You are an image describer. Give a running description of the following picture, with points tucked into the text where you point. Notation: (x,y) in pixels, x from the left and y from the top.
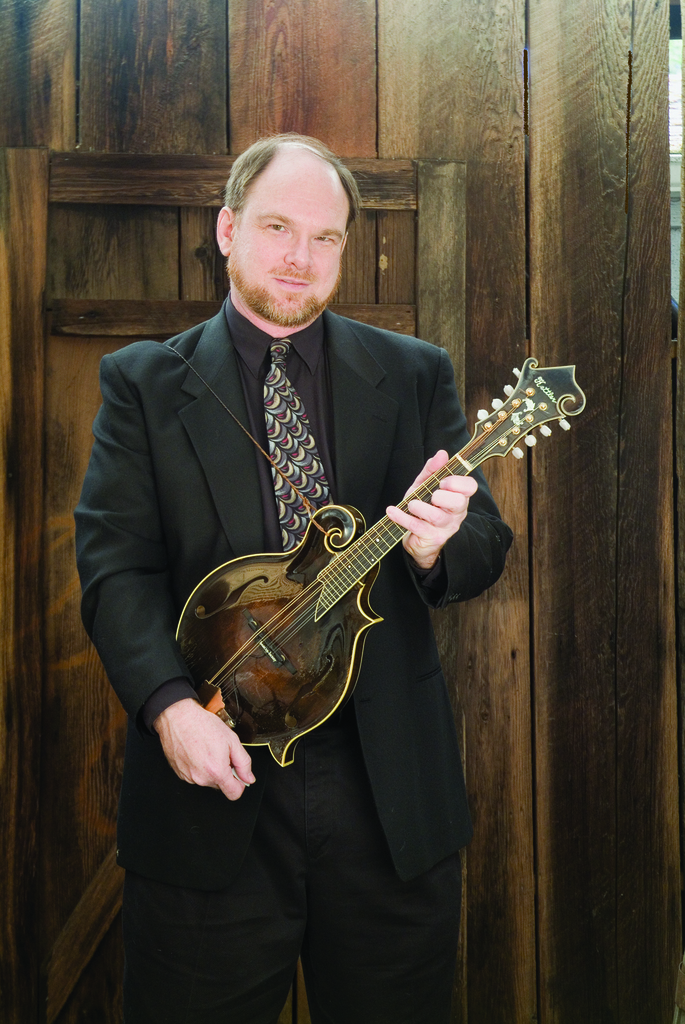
A man (261,548) is holding mandolin (317,607) in his hand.
